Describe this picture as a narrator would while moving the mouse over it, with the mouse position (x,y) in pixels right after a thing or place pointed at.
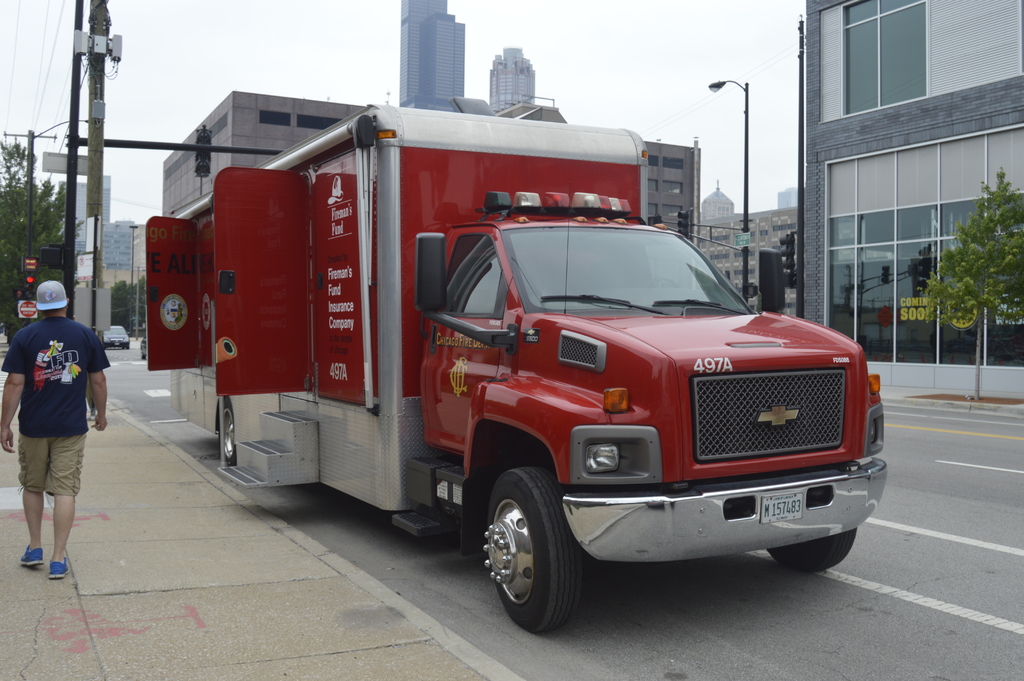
In this image we can see a person (48,408). There are many buildings (894,198) in the image. There are few electrical poles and cables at the left side of the image (104,174). There are few street lights (745,167) at the right side of the image (748,204). There are few vehicles (551,217) in the image. We can see the sky (249,69) in the image.
